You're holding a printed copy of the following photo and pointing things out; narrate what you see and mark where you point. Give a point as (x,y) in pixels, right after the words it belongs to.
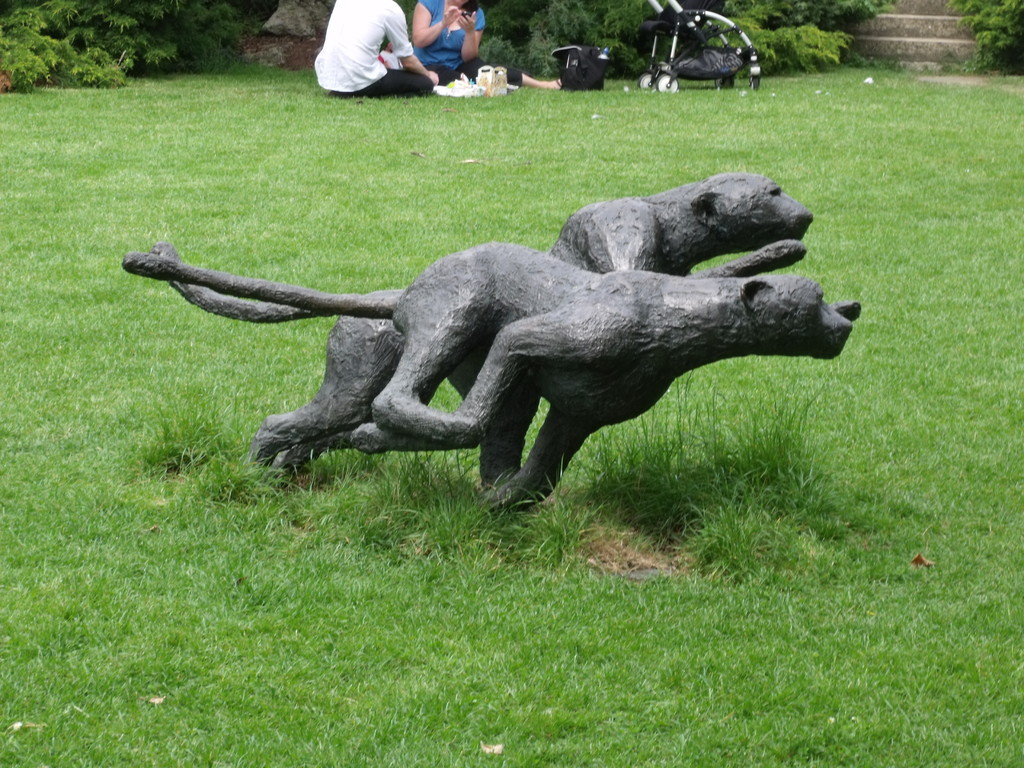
In the center of the image (524,315) we can see a sculpture (682,304). At the top (413,91) there are two people (420,26) sitting on the grass (516,143). There is a trolley (656,70) and a bag (579,80). We can see plants (544,77) and there are stairs (914,57). There is grass (543,508).
